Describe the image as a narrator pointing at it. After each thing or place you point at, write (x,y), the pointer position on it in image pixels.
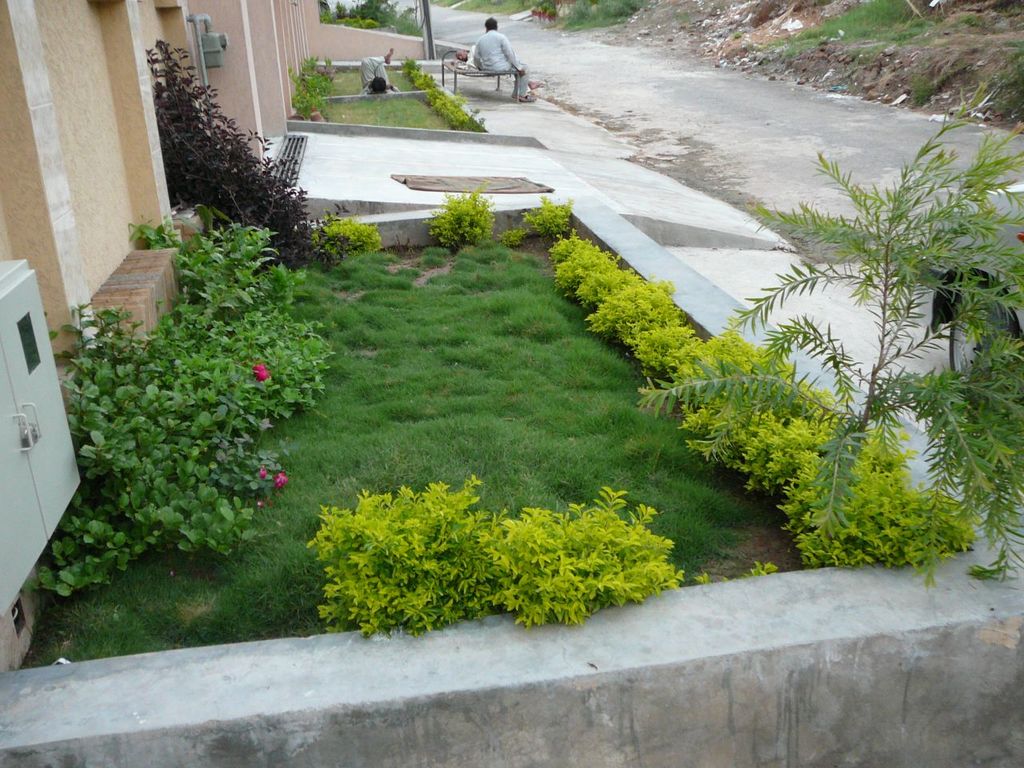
Here in this picture we can see some part of ground (342,88) is covered with grass (335,333) over there and we can see plants (417,543) all over there and in the background (493,65) we can see a person (480,59) sitting on a cot (456,83) present over there and we can see poles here and there.
